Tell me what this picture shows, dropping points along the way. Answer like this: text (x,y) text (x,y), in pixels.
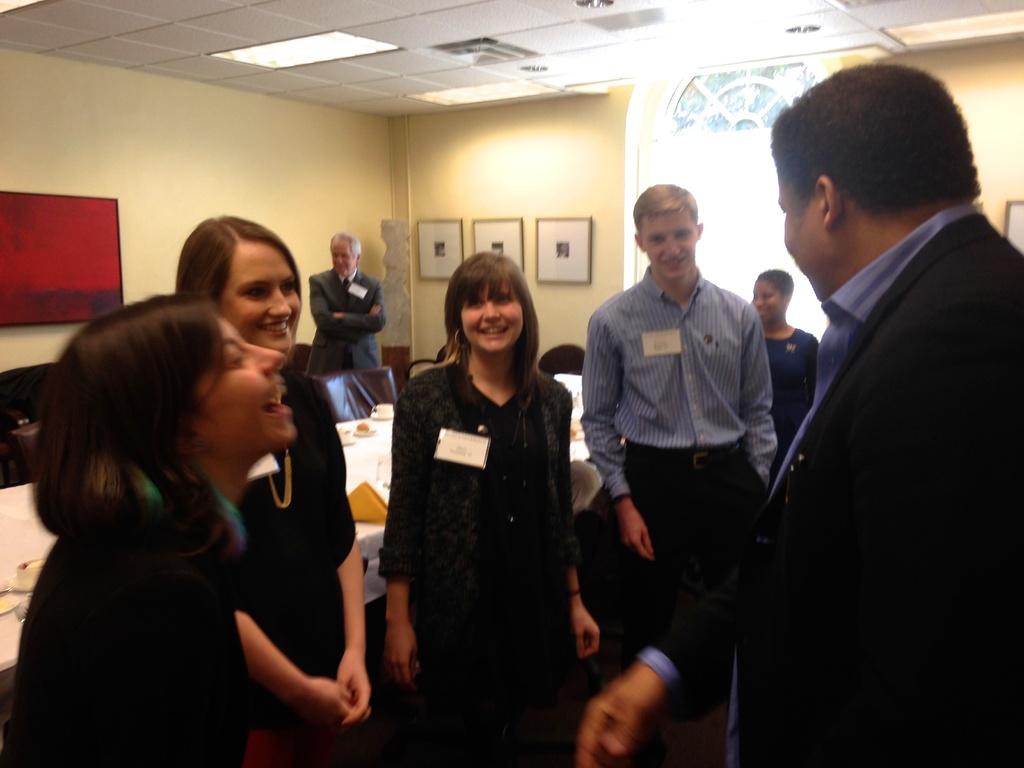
In this image we can see persons (312,408) standing on the floor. In the background (434,225) we can see electric lights (242,54), wall hangings (568,262) attached to the walls (547,195), painting (70,227), chairs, table (358,463) on which cups (378,410), plates (370,431), paper napkins (359,515) are placed.
